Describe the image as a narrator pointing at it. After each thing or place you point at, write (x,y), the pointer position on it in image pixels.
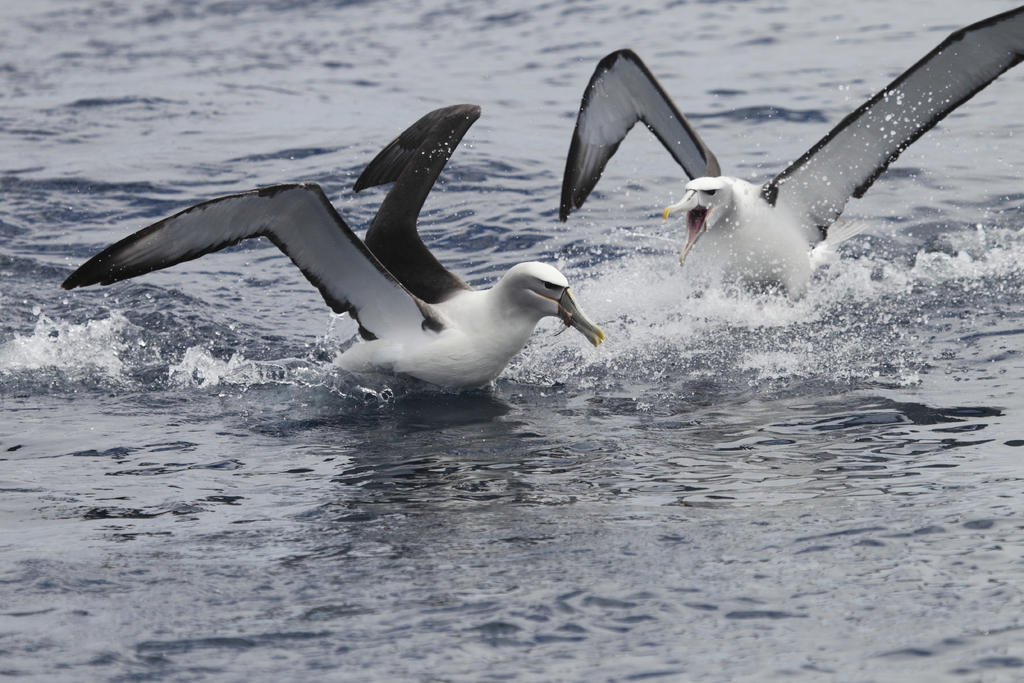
In this image, we can see birds (704,161) in the water (339,189).
